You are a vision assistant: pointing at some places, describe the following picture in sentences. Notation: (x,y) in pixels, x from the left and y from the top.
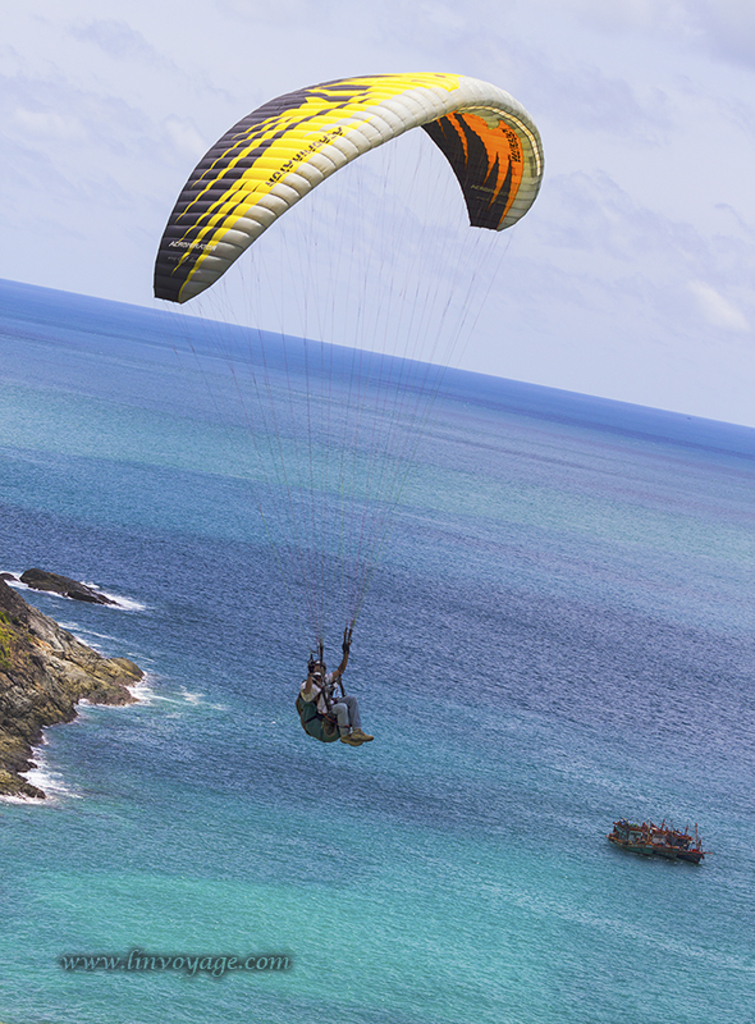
In this image I can see the person (320,707) holding the parachute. To the left (27,704) I can see the rock (43,688). To the right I can see an object (632,841) which looks like the boat (663,851). It is on the water (406,892). In the background (280,14) I can see the clouds (36,62) and the sky (46,272).
